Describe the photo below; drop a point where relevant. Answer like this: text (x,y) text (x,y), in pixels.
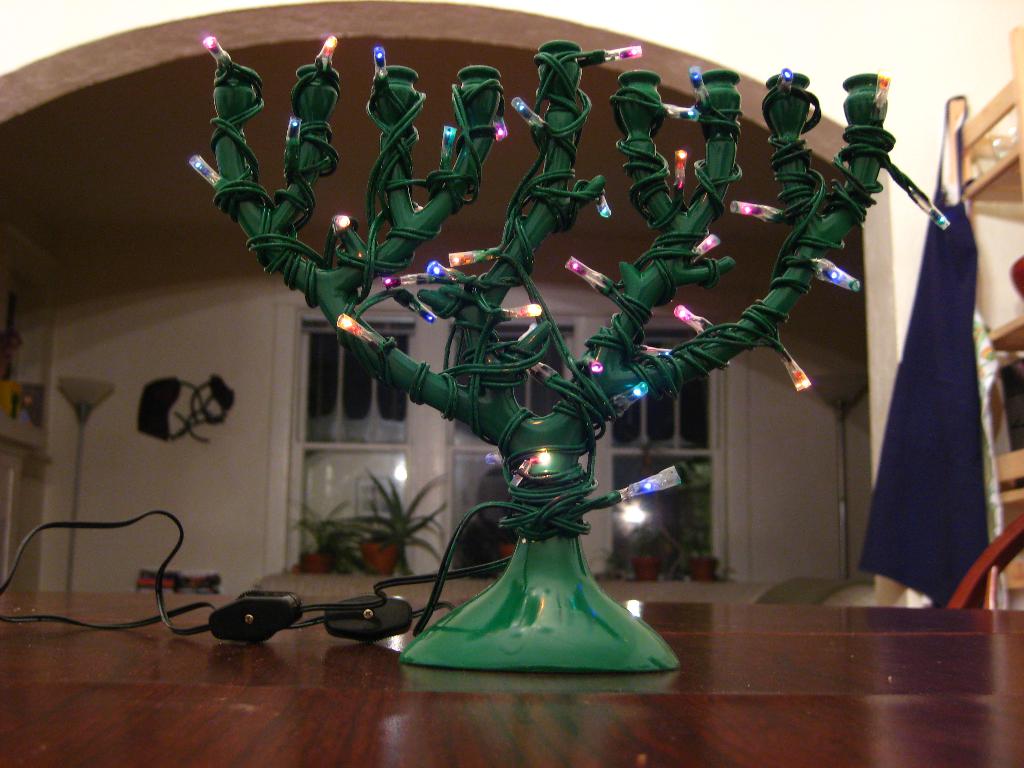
In this image we can see a stand (559,661) on a wooden surface (476,677). On the stand (537,224) there are lights (424,309). In the back (231,385) there is a building (764,461) with windows (468,438). Near to the windows (713,466) there are pots (382,546) with plants (653,536). On the sides there are stands (75,408). Also there are few other items (1016,369). On the right side (1001,509) there is a cupboard (1010,350). On that there is a blue color thing (966,456) hanged.
